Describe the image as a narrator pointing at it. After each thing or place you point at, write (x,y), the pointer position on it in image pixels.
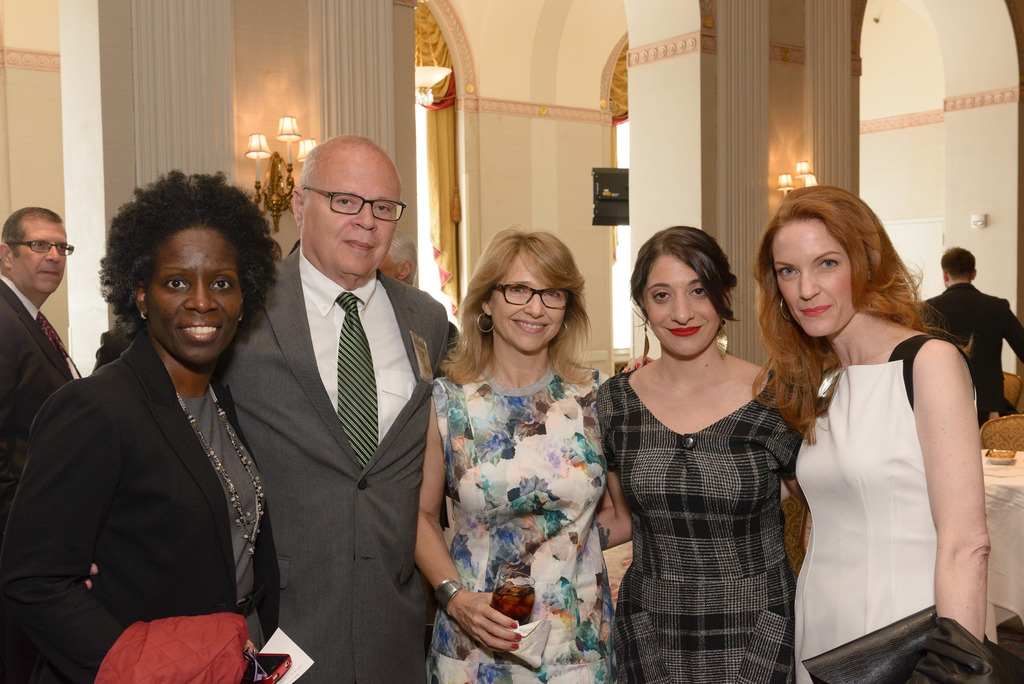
In this image we can see a person (284,541) and four women (884,478) are standing. One woman (891,462) is wearing white color dress (877,461), the other one (736,507) is wearing black color and third one (544,451) is wearing white and blue color dress (539,524) and holding some thing (517,594) in her hand (499,628). The fourth one (126,494) is wearing grey t-shirt (219,434) with black coat (145,536) and holding mobile (273,665) in her hand (250,669). The man (342,521) is wearing grey color suit (356,508). Behind them pillars (344,107), wall (536,149) and lamp (282,162) are there. Left side of the image (44,240) one more person (18,336) is standing and he is wearing suit (20,341).
